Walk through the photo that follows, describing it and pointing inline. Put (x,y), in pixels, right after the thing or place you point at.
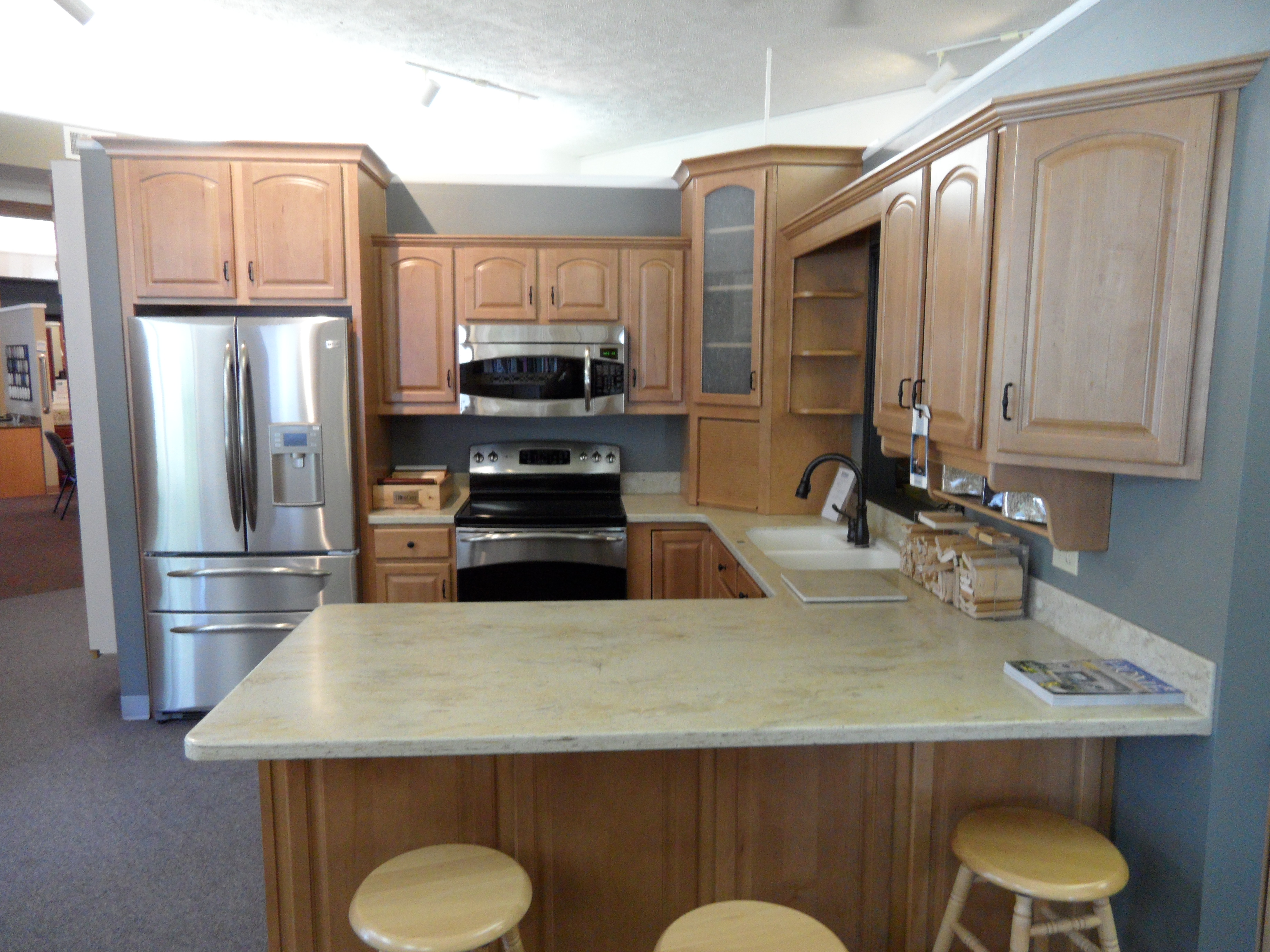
In this image I can see the kitchen (614,592). At the top (434,221) I can see the wall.
